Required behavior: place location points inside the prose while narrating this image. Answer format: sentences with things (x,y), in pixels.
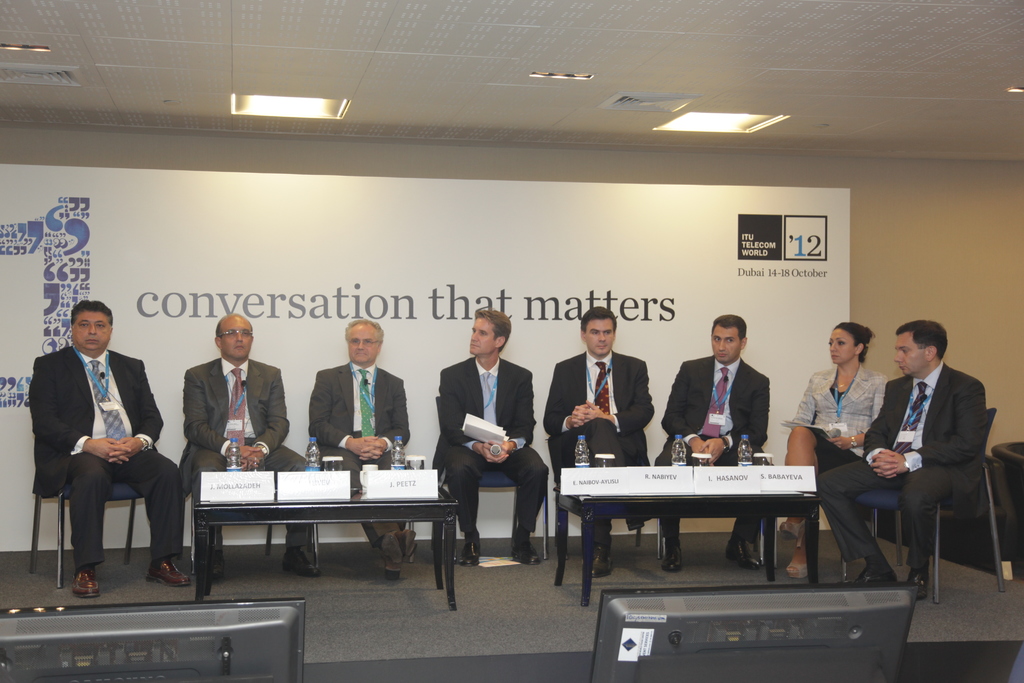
A group of men (138,411) and a woman (810,455) are sitting on a stage (614,555) in chairs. All of them are wearing suits (813,386). There two tables (615,508) in front of them. There is flex board (288,301) titled "conversation that matters". There are two screens (869,612) in front of them.
